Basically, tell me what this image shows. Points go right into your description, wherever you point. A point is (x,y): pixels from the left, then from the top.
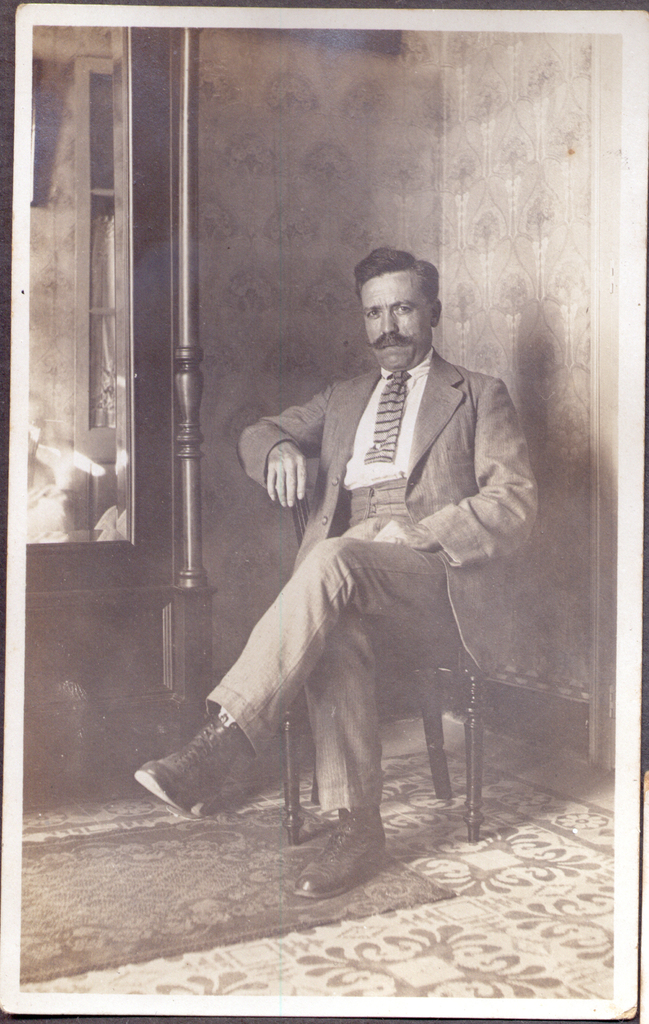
In this image there is a person (413,575) is sitting in the chair (287,720) and there is a wall (303,250) in the background (452,270) and there is a mirror (130,494) at left side of this image (104,491) and there is a carpet (194,871) at bottom of this image (198,863).
